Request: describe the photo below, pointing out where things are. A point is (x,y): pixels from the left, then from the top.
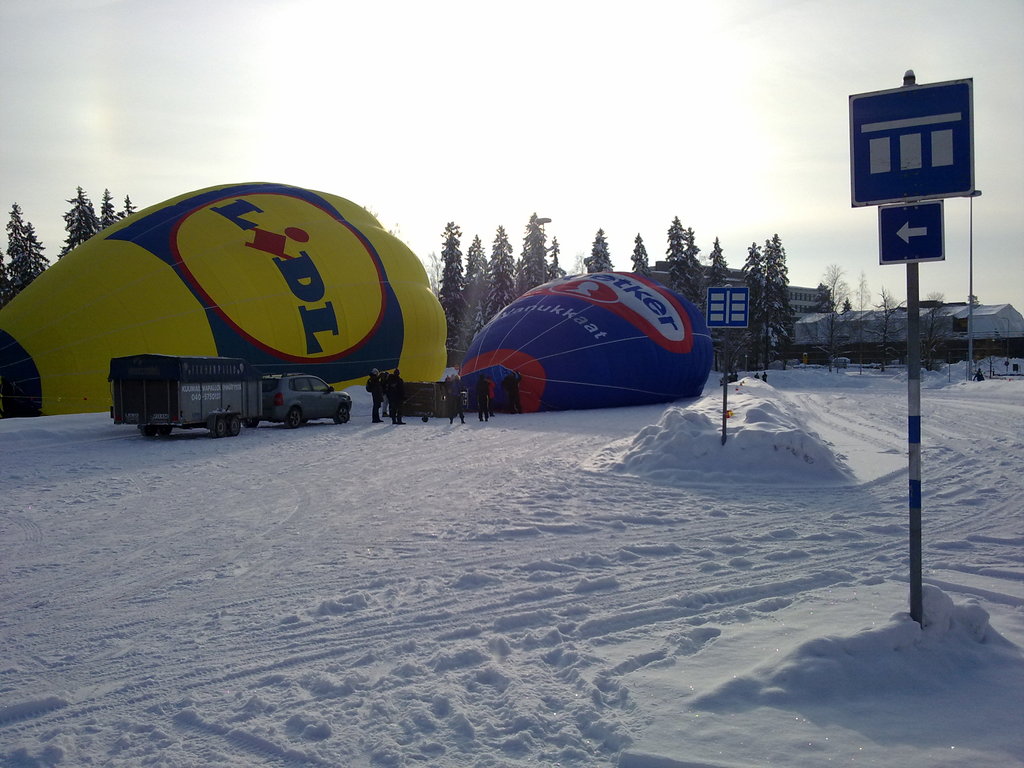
In this image, we can see hot air balloons (365,367), vehicle (326,396), few people (390,378) are on the snow (460,628). Here we can see sign boards (934,190) and poles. Background (779,294) there are few trees (2,263), houses (882,319) and sky (475,136).
